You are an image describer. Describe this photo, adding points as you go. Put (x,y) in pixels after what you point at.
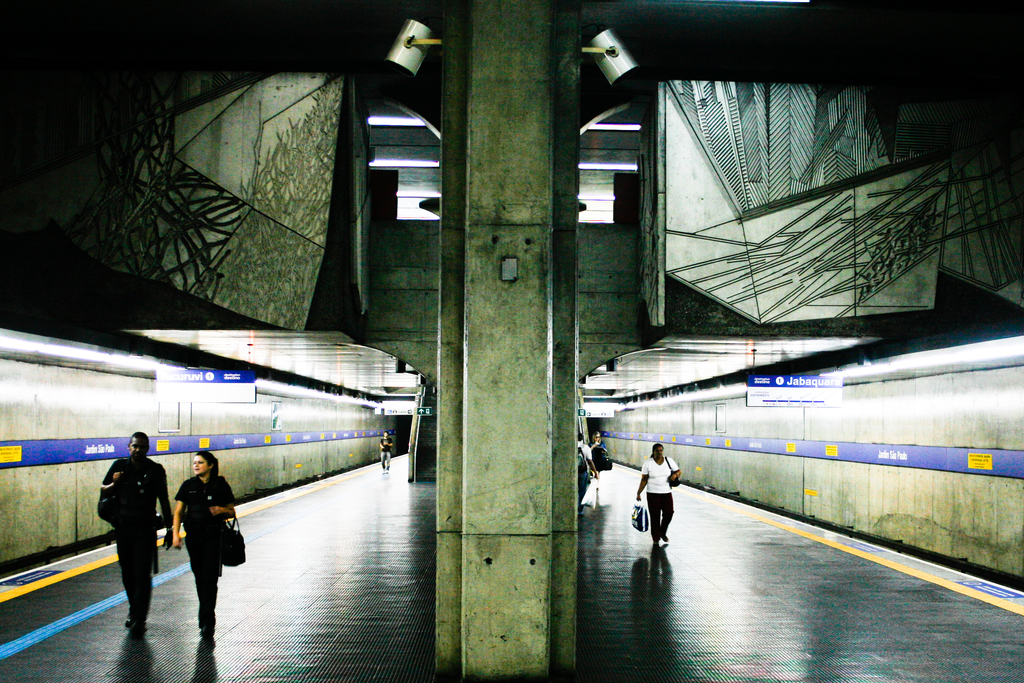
As we can see in the image there are few people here and there, wall (757,463) and platforms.
